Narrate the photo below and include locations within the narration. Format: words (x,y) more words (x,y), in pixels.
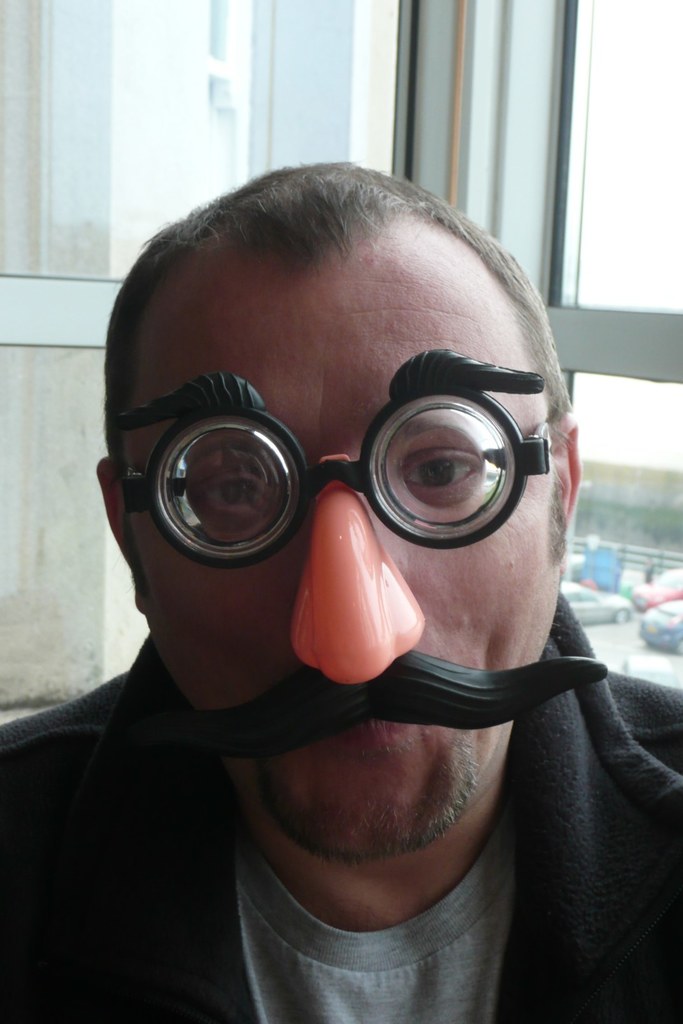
In this image I can see a man (310,337) wearing a mask (349,585) to the face (296,454). At the back of him there is a glass window (260,142) through which we can see the outside view. In the outside there is a building (317,94) and few vehicles (602,607) on the road (634,650).
